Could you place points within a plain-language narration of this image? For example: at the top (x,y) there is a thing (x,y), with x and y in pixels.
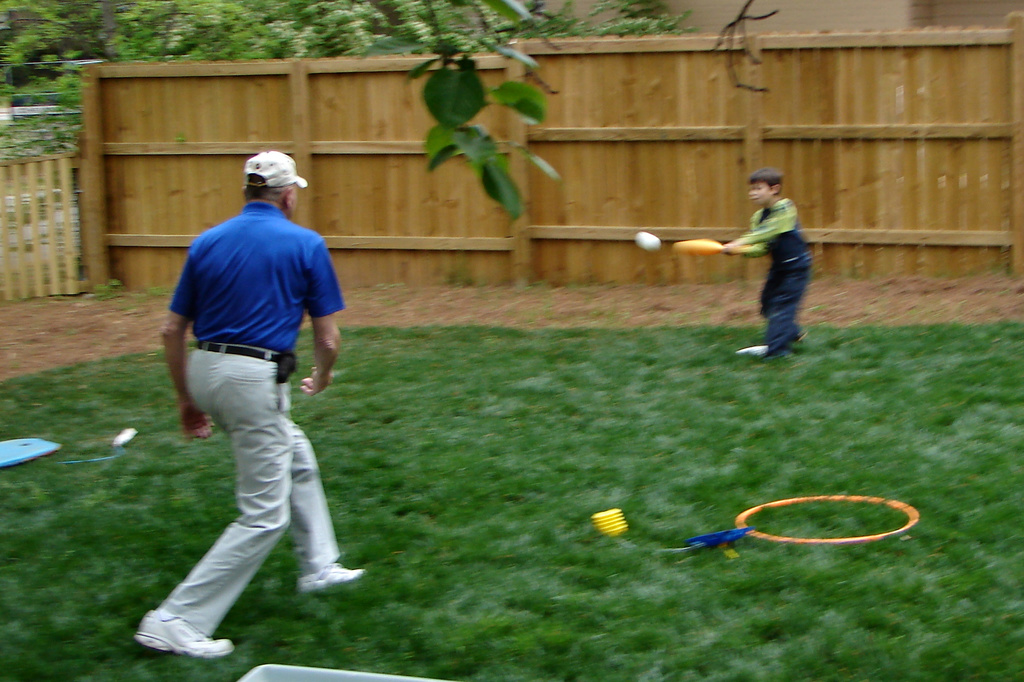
In this image I can see two persons (775,311) standing, the person (221,253) in front (235,256) wearing blue shirt (208,250), white pant (264,394) and I can see a bat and a ball (650,241), in front I can see the other person (769,237) wearing black color dress (787,245) and I can see grass (542,388) and trees (519,87) in green color, and I can see a wooden wall (462,219) in brown color.
